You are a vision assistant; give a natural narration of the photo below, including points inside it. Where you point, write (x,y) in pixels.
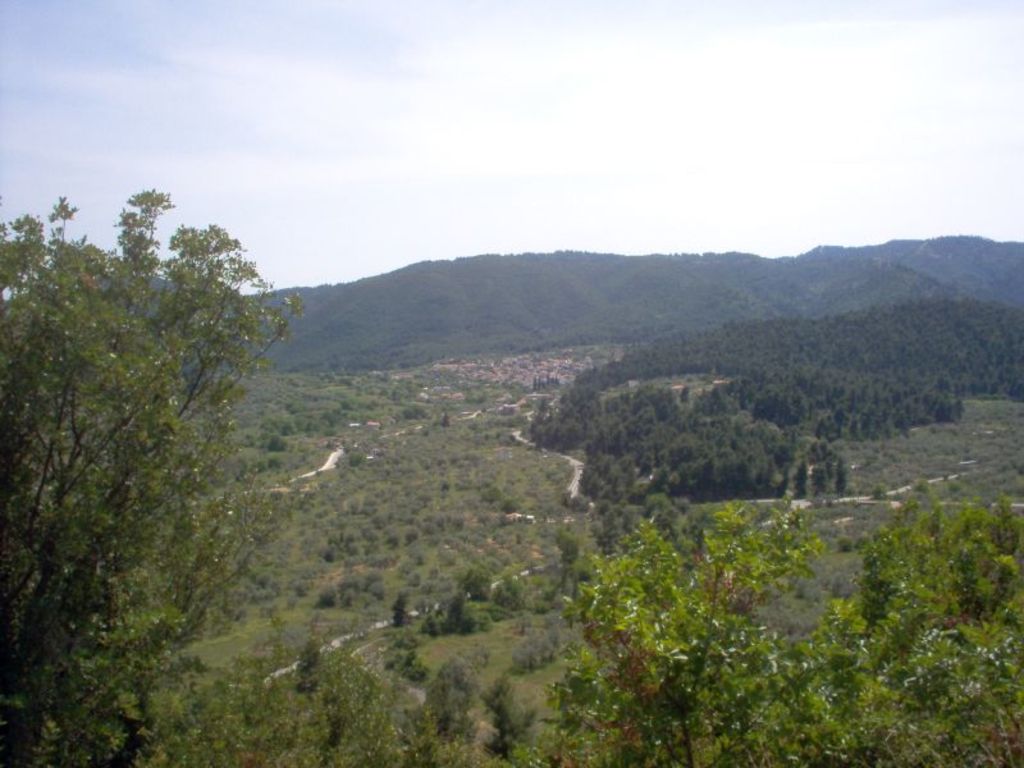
In this image I can see trees (846,610), grass (525,473) and mountains (523,345). On the top (476,194) I can see the sky (476,194). This image is taken may be in the forest (449,301).
